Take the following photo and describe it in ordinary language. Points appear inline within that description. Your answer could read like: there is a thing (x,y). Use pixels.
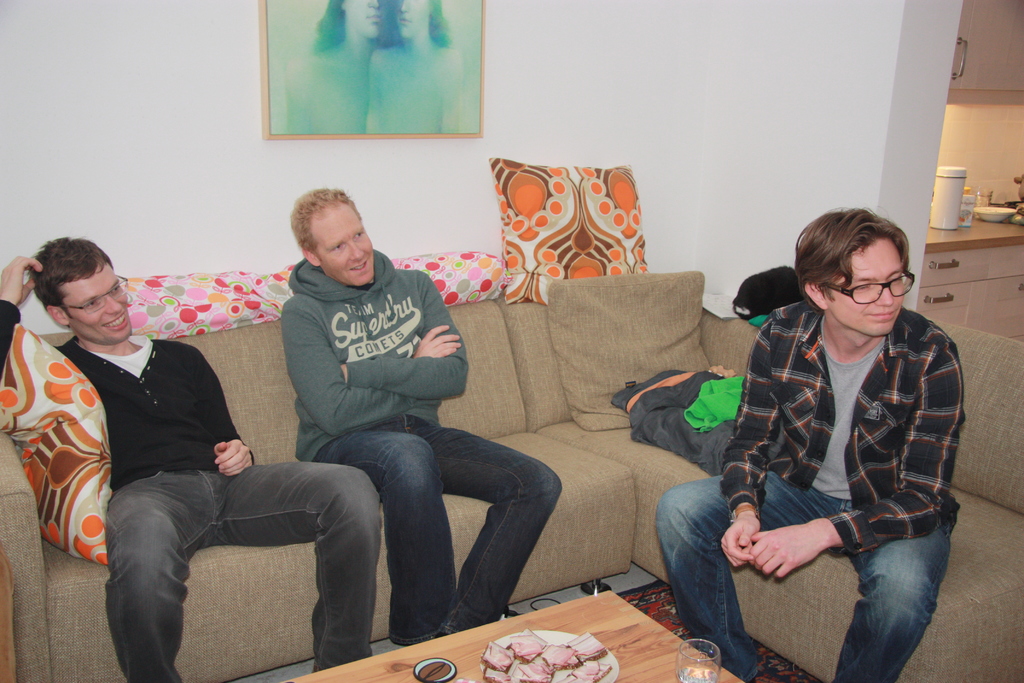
There are three men (111,533) sitting on a sofa (957,549) with cushions (92,547) at back. in front of them there is a table (567,622) with food (500,662) on plate (547,667). At their back there is a painting (326,96) with frame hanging on wall (556,59).
